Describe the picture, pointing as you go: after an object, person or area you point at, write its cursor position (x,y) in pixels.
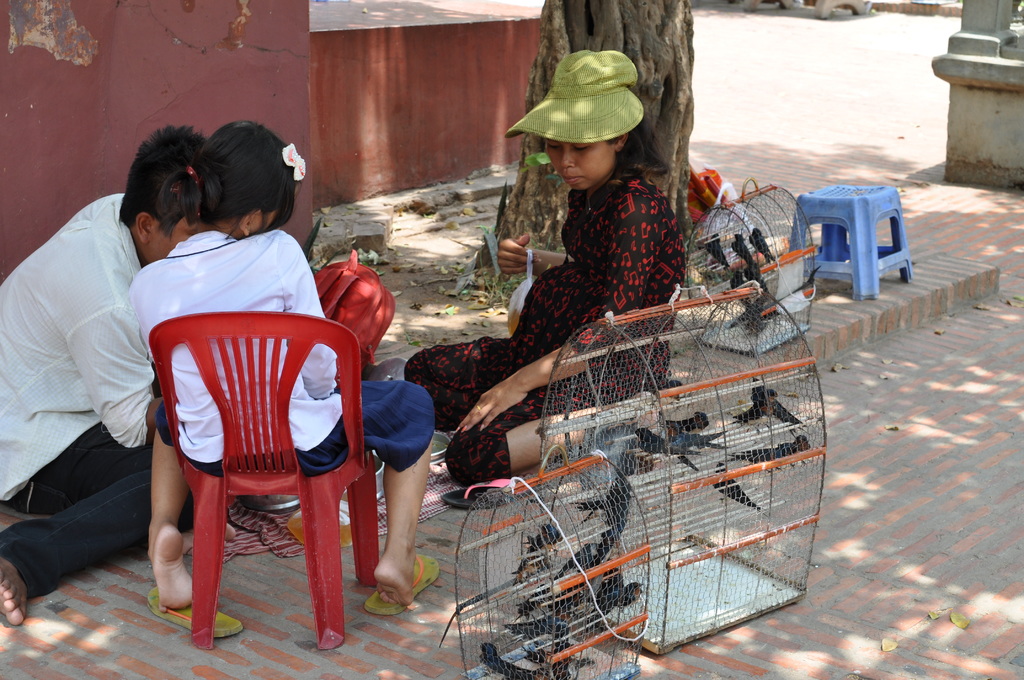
A girl (256,396) is sitting on the red chair (256,403). Beside her a person (52,323) is sitting. A lady (589,102) is sitting wearing a green cap (577,116). And there is a bag (358,288) on the floor (385,267). There are three cages (596,516). Inside cages (620,550) there are many birds (679,441). And there is a tree (611,30). In the background (237,46) there is a red wall (439,87). There is a blue color stool (866,217) on the sidewalk (958,220).
